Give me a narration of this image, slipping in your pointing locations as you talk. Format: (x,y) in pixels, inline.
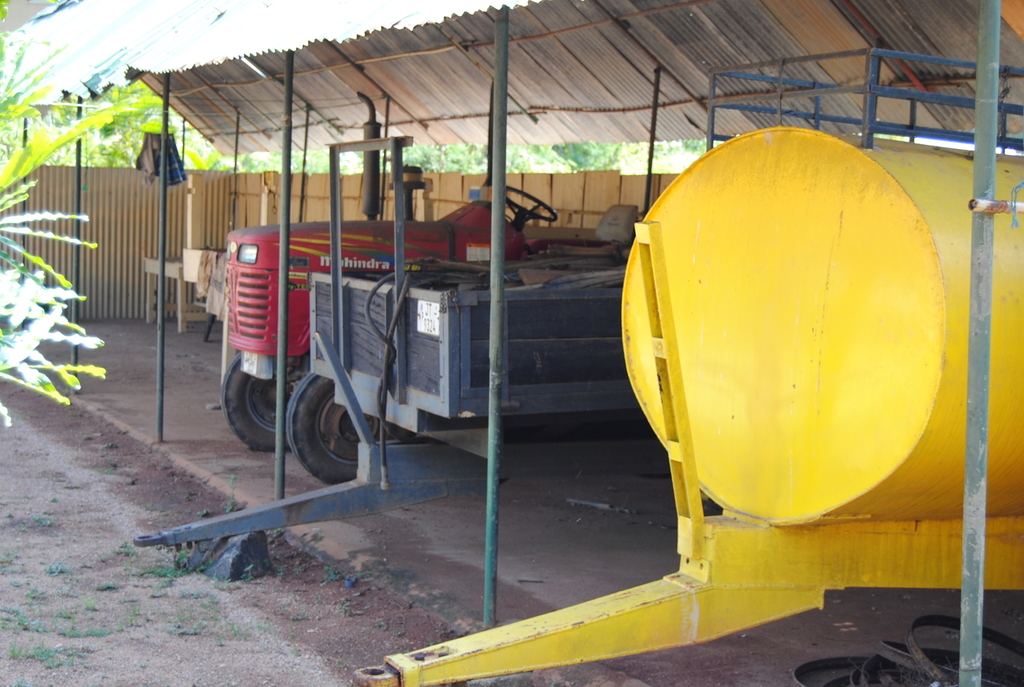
In this picture I can observe red color tractor (297,280) in the middle of the picture (351,250). On the right side (786,364) I can observe yellow color tanker (768,469). In the background (582,152) there are trees (539,159).
